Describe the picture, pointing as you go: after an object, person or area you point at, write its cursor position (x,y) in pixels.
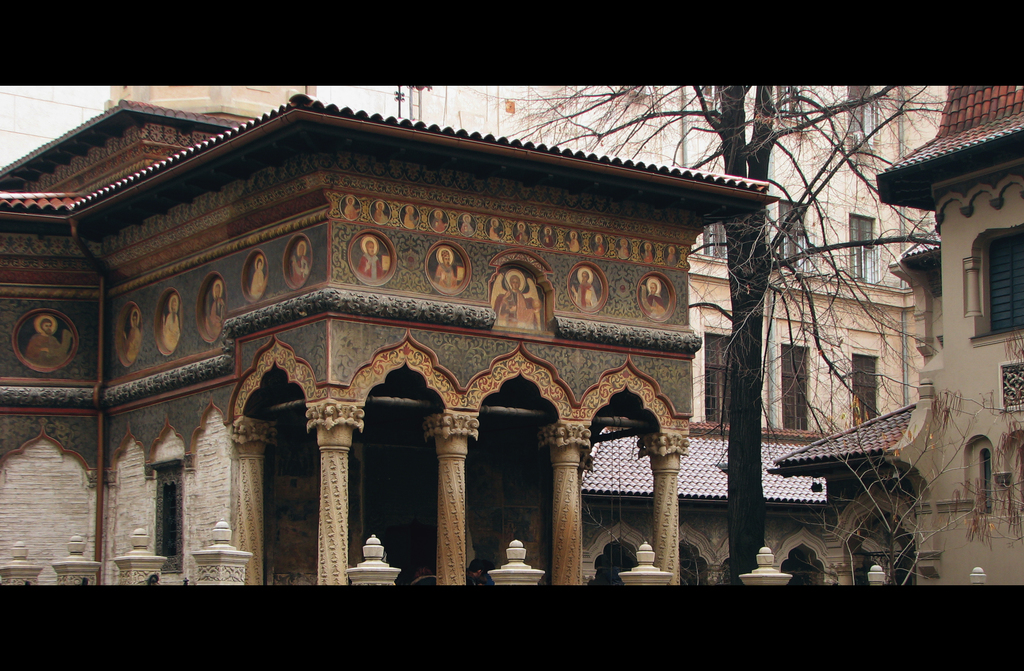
In this image in the center (566,361) there are buildings (554,347), trees (741,356) and some pillars (335,505). And on the left side (194,305) there is a building (468,255), on the building (363,268) there is some painting (538,221).
